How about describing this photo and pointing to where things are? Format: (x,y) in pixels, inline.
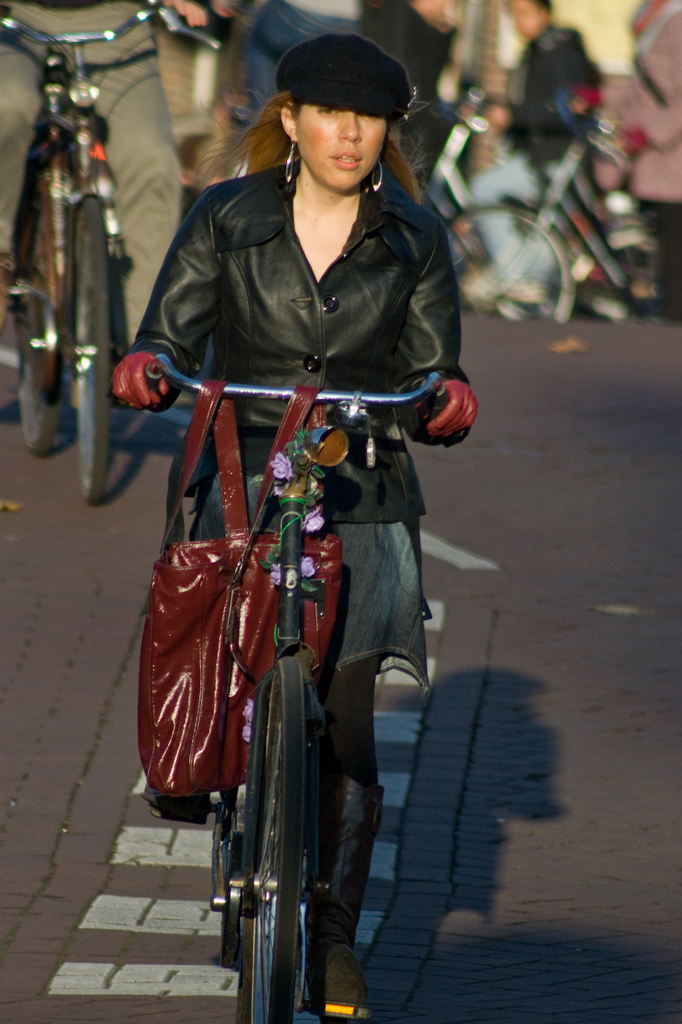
This image is clicked outside. There are bicycle (108,211) and people (356,573) are riding those bicycles (282,601). In the middle (347,347) there is a woman (370,301) who is riding bicycle (349,406). On that cycle (289,587) there is a bag (181,726) which is in brown color.
